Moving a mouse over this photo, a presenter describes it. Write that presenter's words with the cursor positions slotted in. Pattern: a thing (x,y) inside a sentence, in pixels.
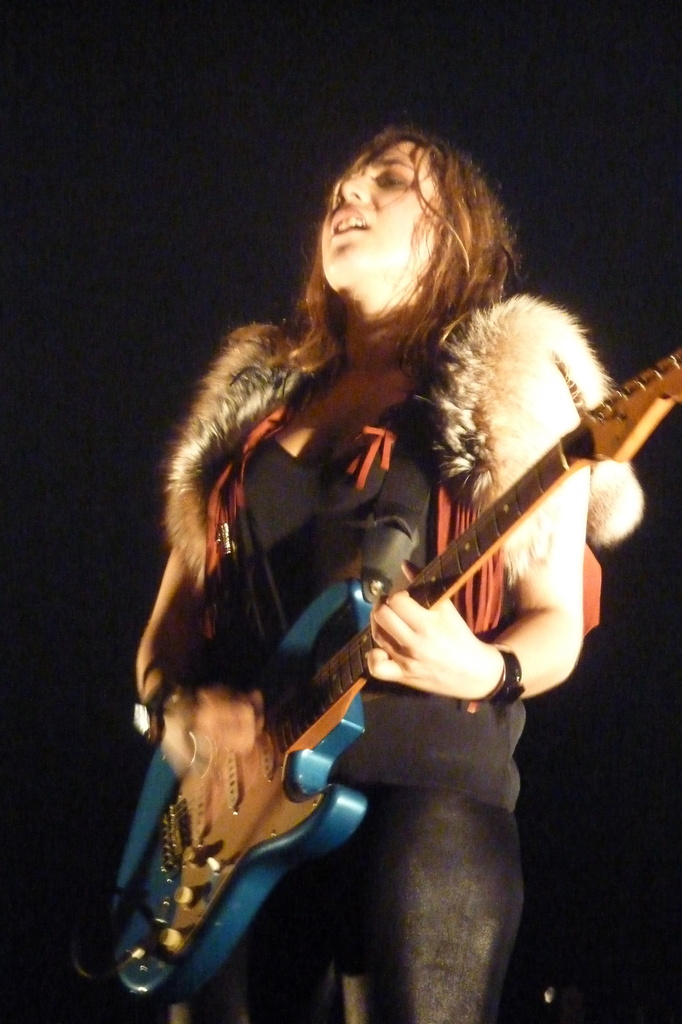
As we can see in the image there is a woman (379,913) holding guitar (287,784).
